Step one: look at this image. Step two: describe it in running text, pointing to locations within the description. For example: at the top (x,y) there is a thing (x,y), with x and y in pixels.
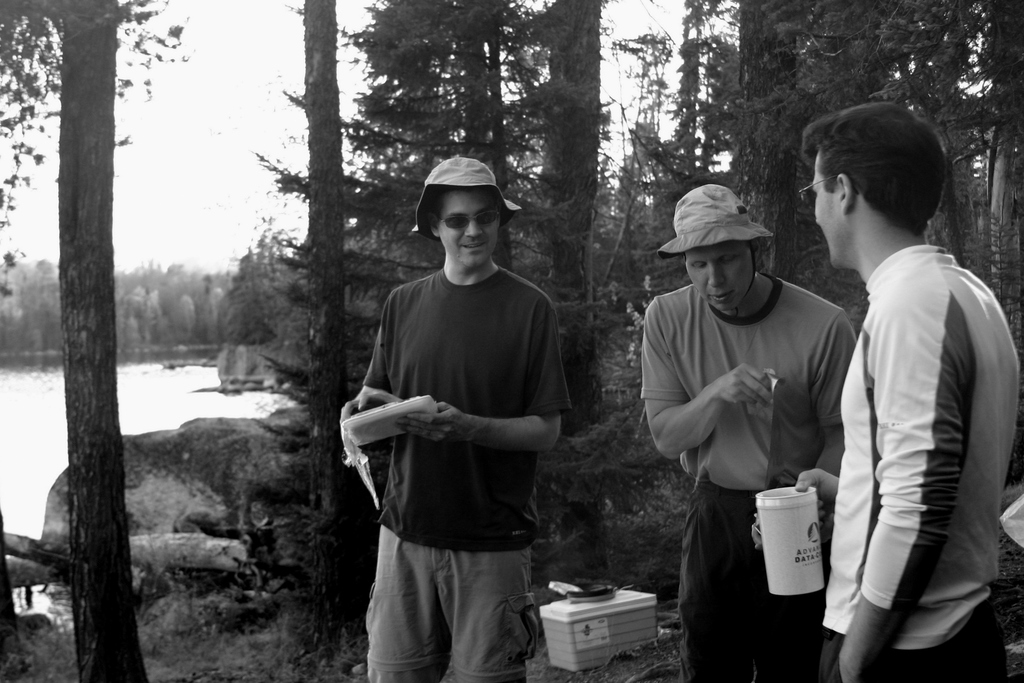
In the image few people (679,217) are standing and holding something in their hands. Behind them there is a box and trees (896,13). On the left side of the image (29,444) we can see water (27,508). Behind the trees (956,39) there is sky (146,121).
